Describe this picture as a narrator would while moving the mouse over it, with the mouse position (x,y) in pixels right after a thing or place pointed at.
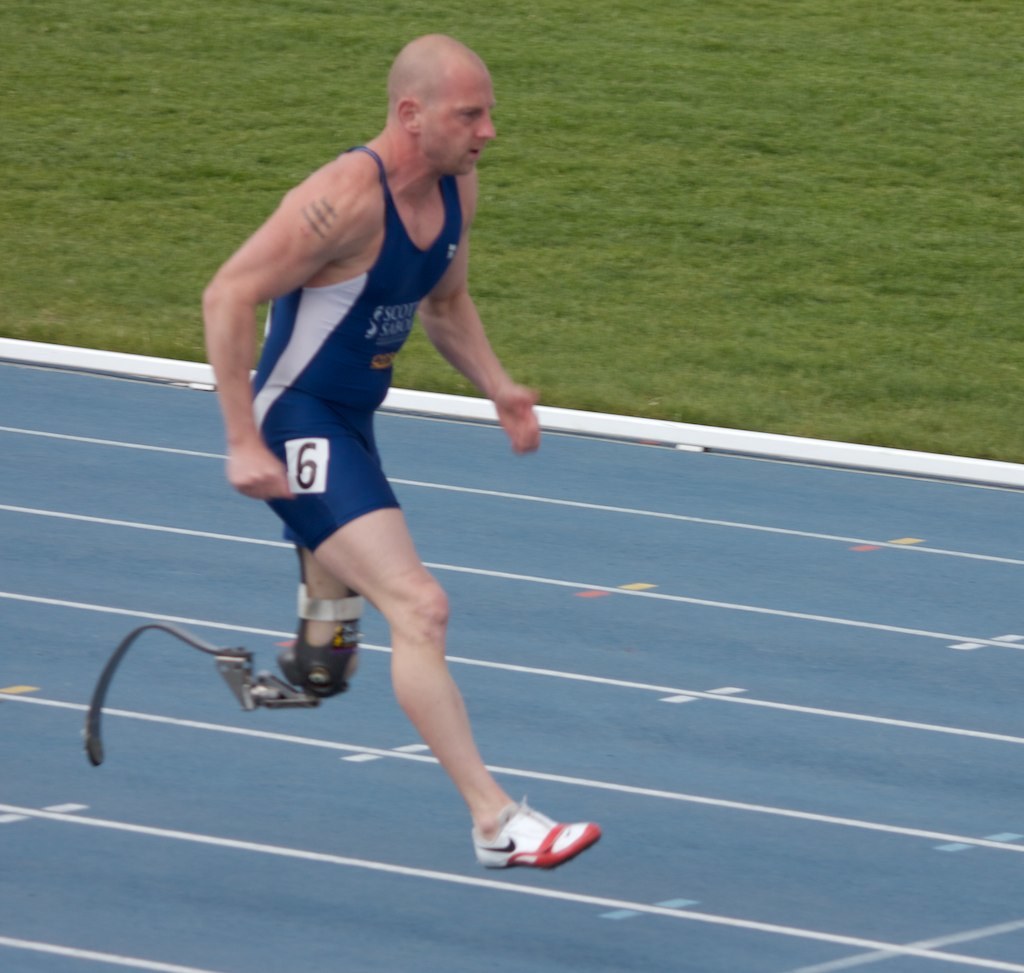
In this image, we can see a person (344,412) is running on the ground (582,884). Background (989,84) we can see the grass (243,24).
